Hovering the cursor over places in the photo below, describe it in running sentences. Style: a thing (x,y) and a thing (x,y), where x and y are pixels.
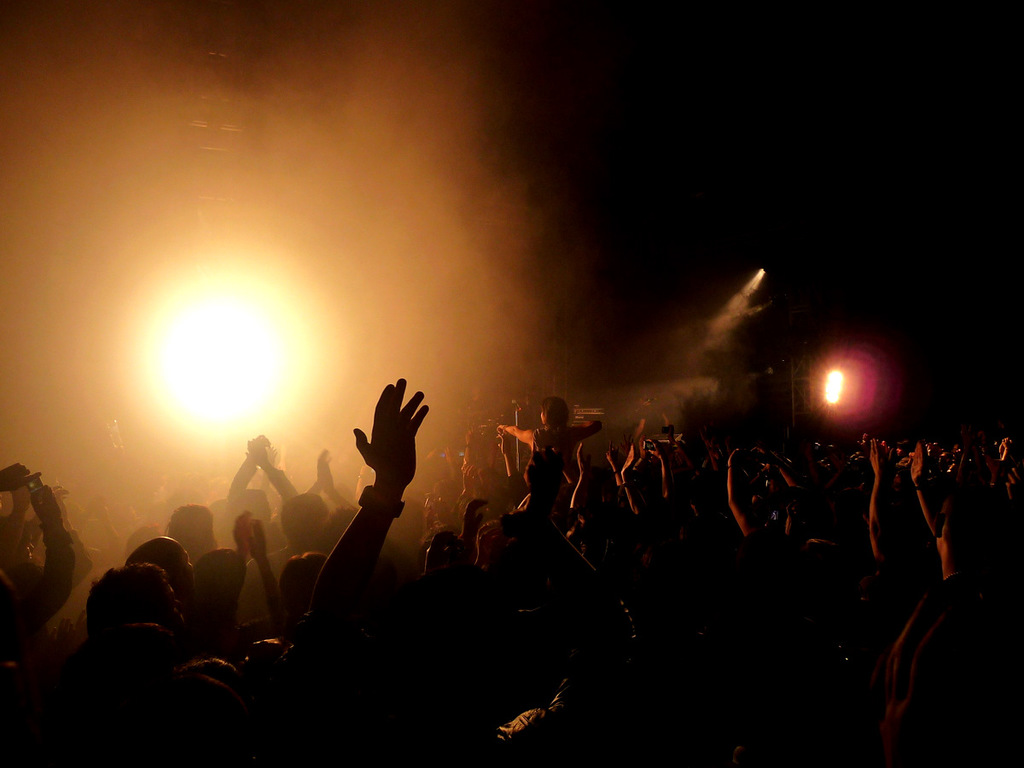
At the bottom of the picture (570,590), we see people (595,536) are standing. On the left side (328,263), we see a light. On the right side (855,376), we see a light (834,403). In the background (835,232), it is black in color. This picture might be clicked in the dark.
